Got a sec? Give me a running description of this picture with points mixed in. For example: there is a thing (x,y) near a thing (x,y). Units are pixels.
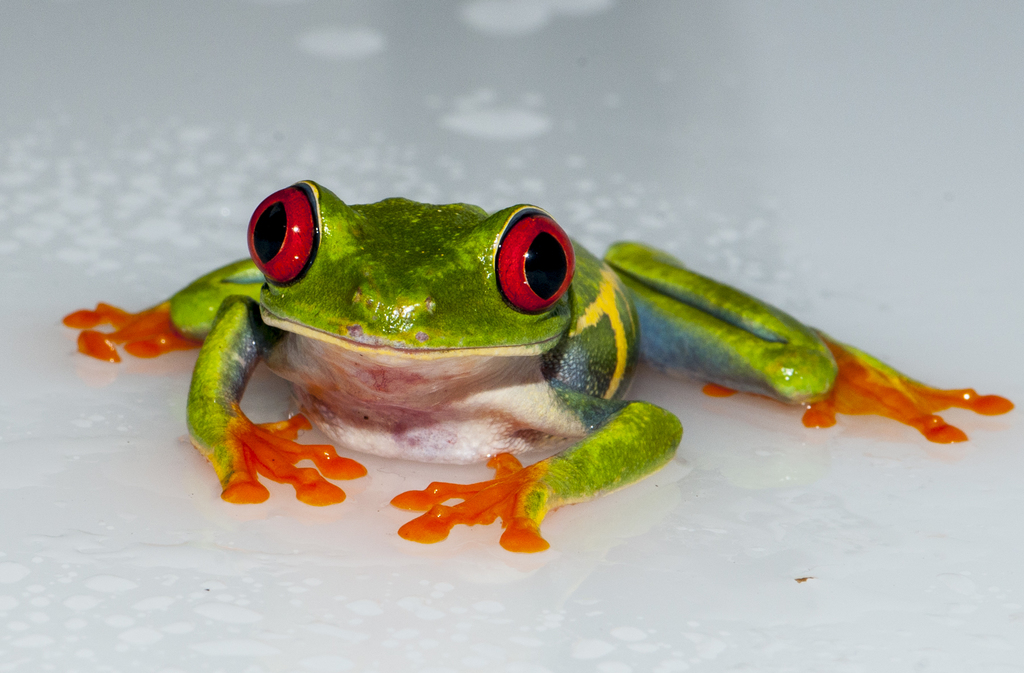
In this image, we can see a frog (134,314) on the white surface (873,496).
